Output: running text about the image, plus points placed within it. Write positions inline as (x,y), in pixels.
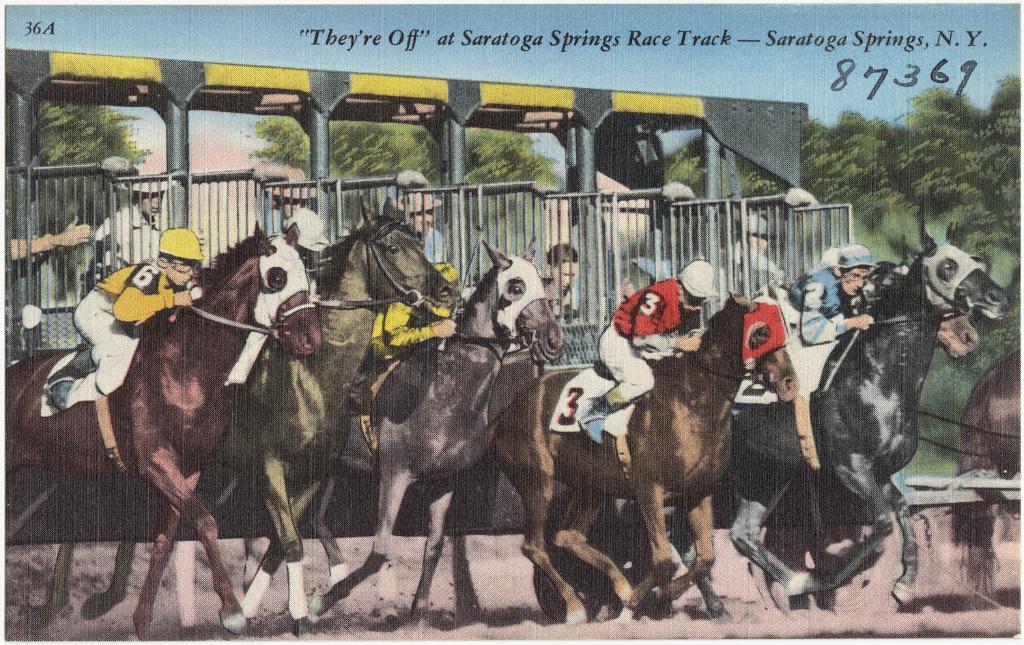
In this image, we can see a poster (709,351) with some images (487,372) and text (960,40).
